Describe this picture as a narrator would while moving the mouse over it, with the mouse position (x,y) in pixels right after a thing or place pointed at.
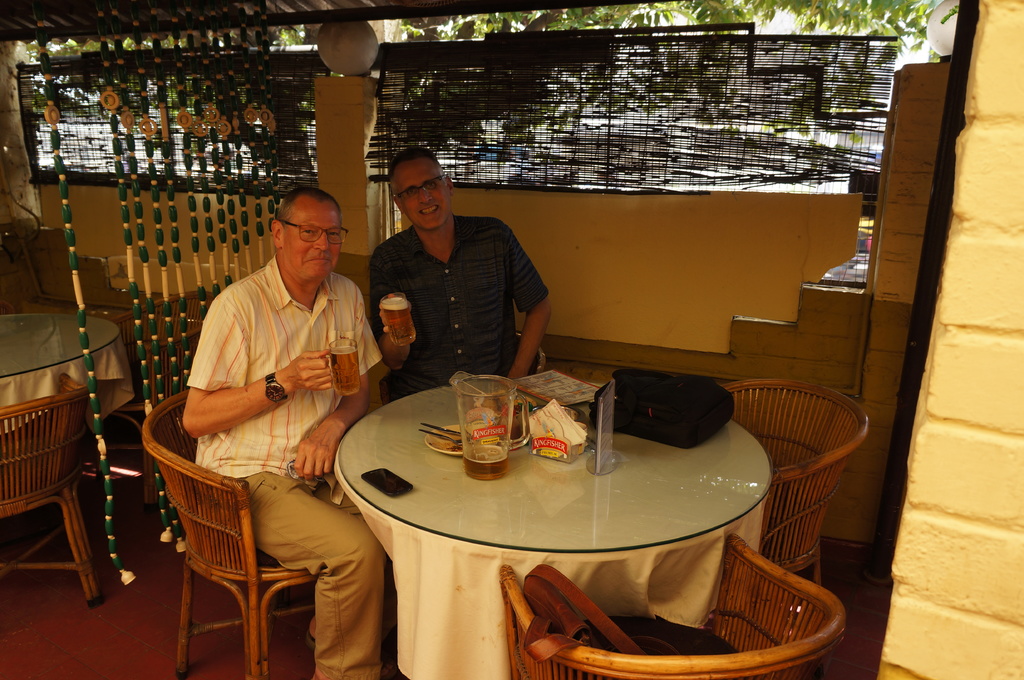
2 people (221,373) are seated on wooden chairs (268,578), holding a glass (402,330). on the table (459,521) there is a jug (493,431), phone (381,485), bag (664,401). behind them there is a wall (679,259). outside there are trees (617,13).
